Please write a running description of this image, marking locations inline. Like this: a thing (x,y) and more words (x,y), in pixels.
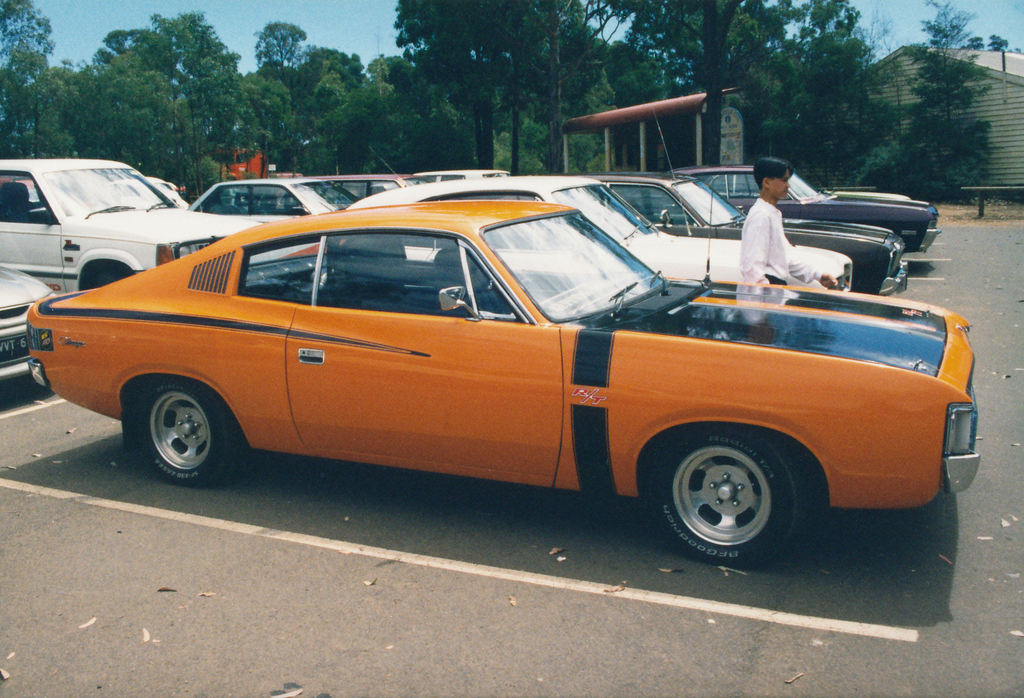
In the center of the image (507,321) we can see a few vehicles (460,326) on the road (605,499). And we can see one person (759,253) is standing. In the background (344,50), we can see the sky (370,19), trees (351,79), one house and a few other objects (699,111).
